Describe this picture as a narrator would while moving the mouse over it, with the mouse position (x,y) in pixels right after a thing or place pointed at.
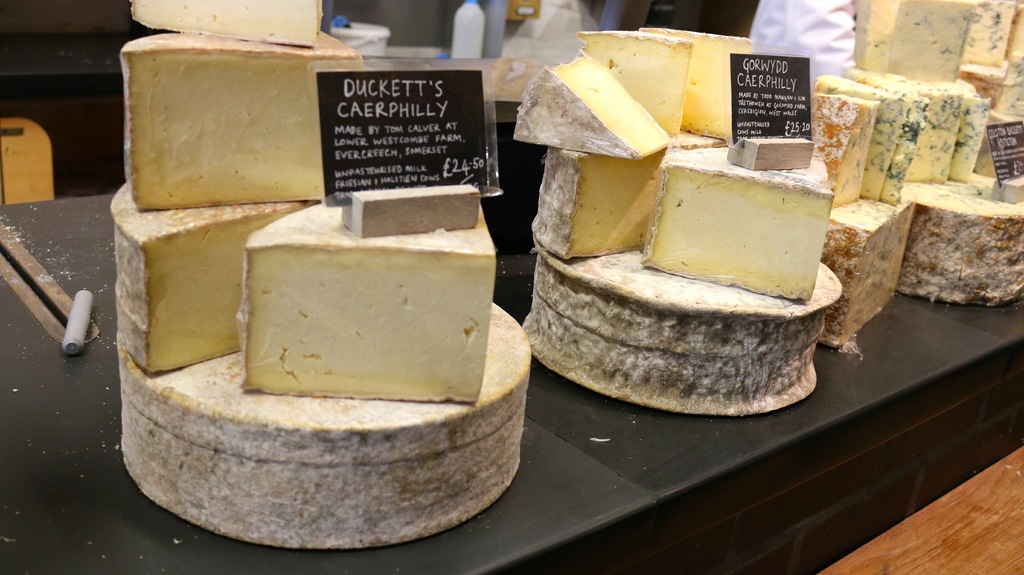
In this image we can see some food items (842,177) on the black colored surface (632,474), there an object (77,317) on it, there are boards (421,139) with some text (446,165) on it, there are bottles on the other table (408,52), there is a wooden table (939,559).
